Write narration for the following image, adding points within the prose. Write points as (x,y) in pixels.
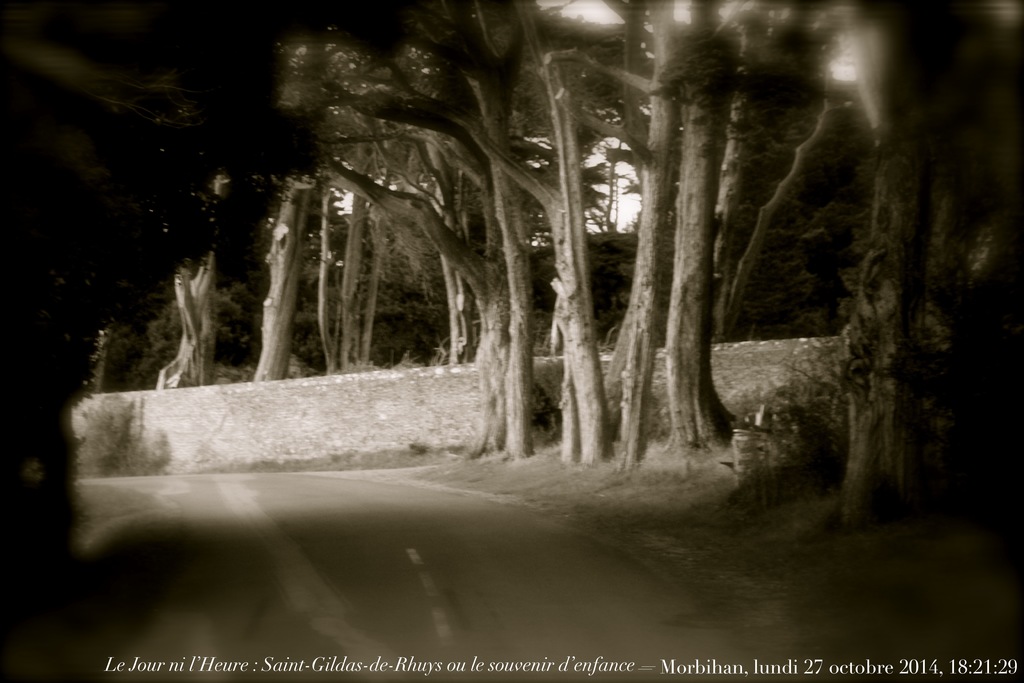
In this image we can see the road (323,550), beside the road (429,502) we can see the trees (505,157). And there is a text (754,669) written on the poster (852,642).
